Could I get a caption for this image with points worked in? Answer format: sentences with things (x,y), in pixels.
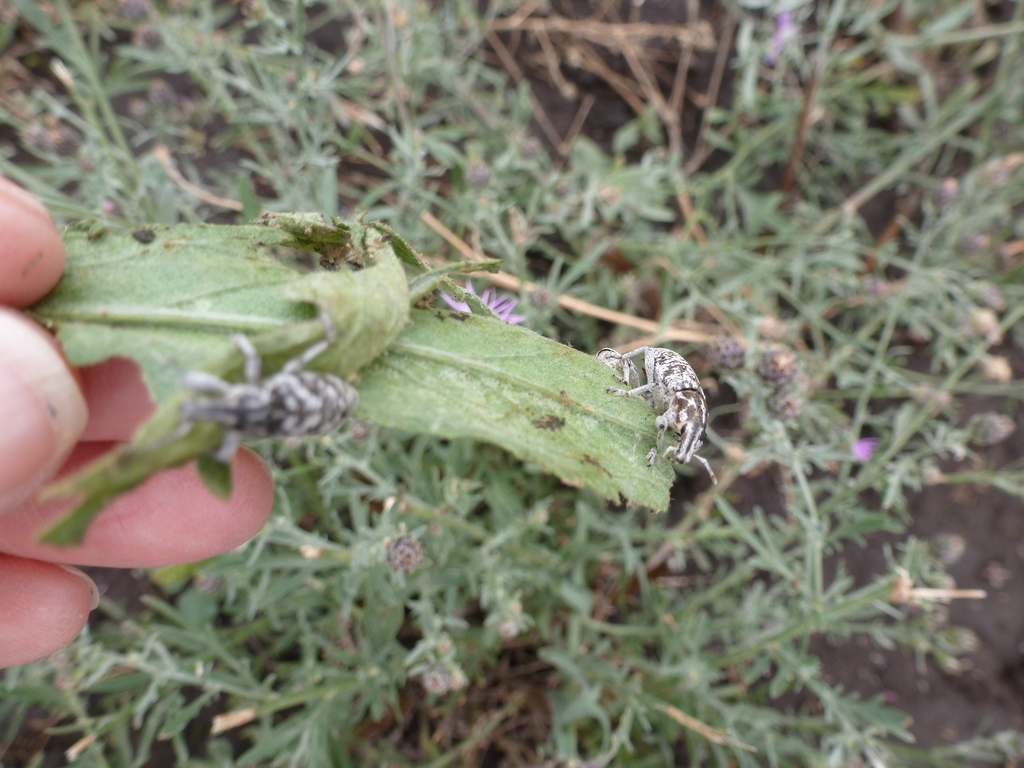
In this picture there is a person (71,641) holding the leaf (574,401). On the leaf (539,400) there are insects (659,412). At the bottom (604,583) there are plants (723,661) and there is mud (898,653).
